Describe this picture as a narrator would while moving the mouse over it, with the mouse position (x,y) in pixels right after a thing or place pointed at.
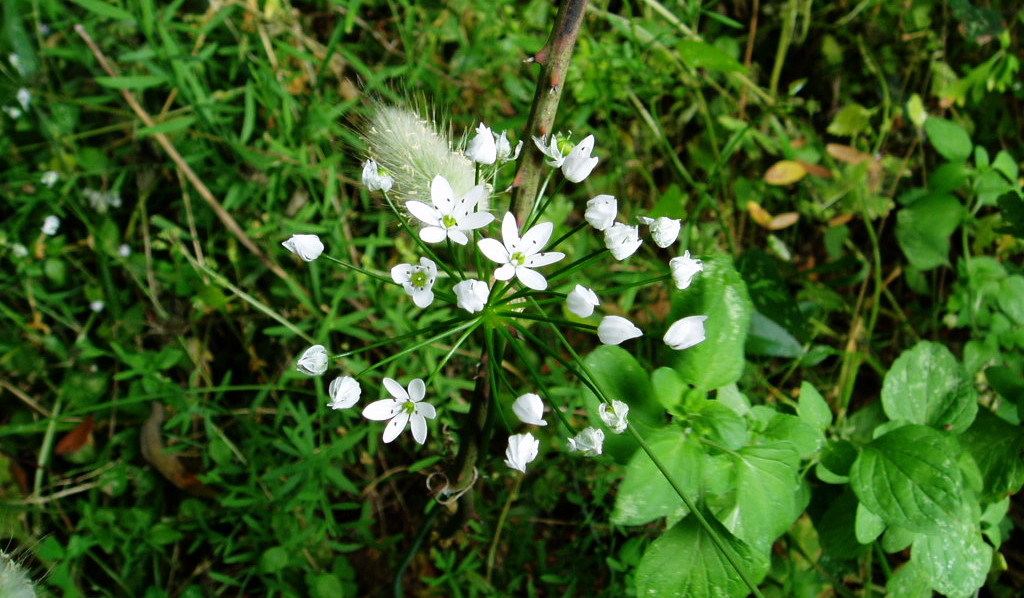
In this picture, we see plants (739,371) and herbs (309,505). These plants (338,381) have flowers (443,198) and these flowers (426,208) are in white color. This picture might be clicked in the garden (442,280).
